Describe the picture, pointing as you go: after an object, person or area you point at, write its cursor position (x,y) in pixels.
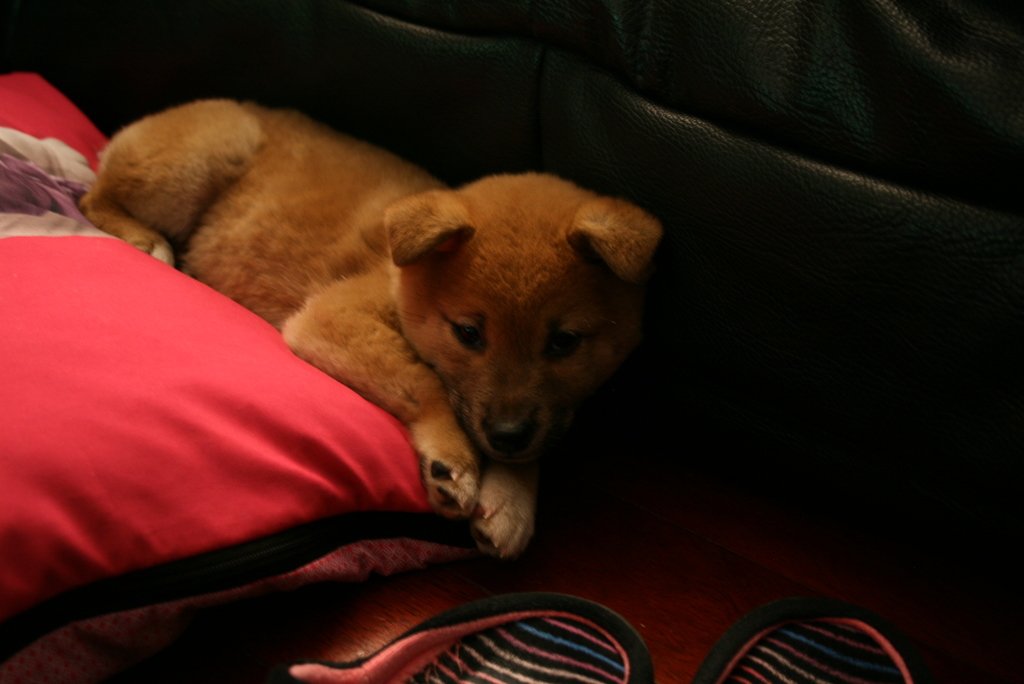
In this image I can see a dog (399,340) which is brown and black in color is laying beside the couch (1008,241) which is black in color. I can see a pillow (103,405) which is pink, black and cream in color and few other objects (510,600) on the floor (567,574).
